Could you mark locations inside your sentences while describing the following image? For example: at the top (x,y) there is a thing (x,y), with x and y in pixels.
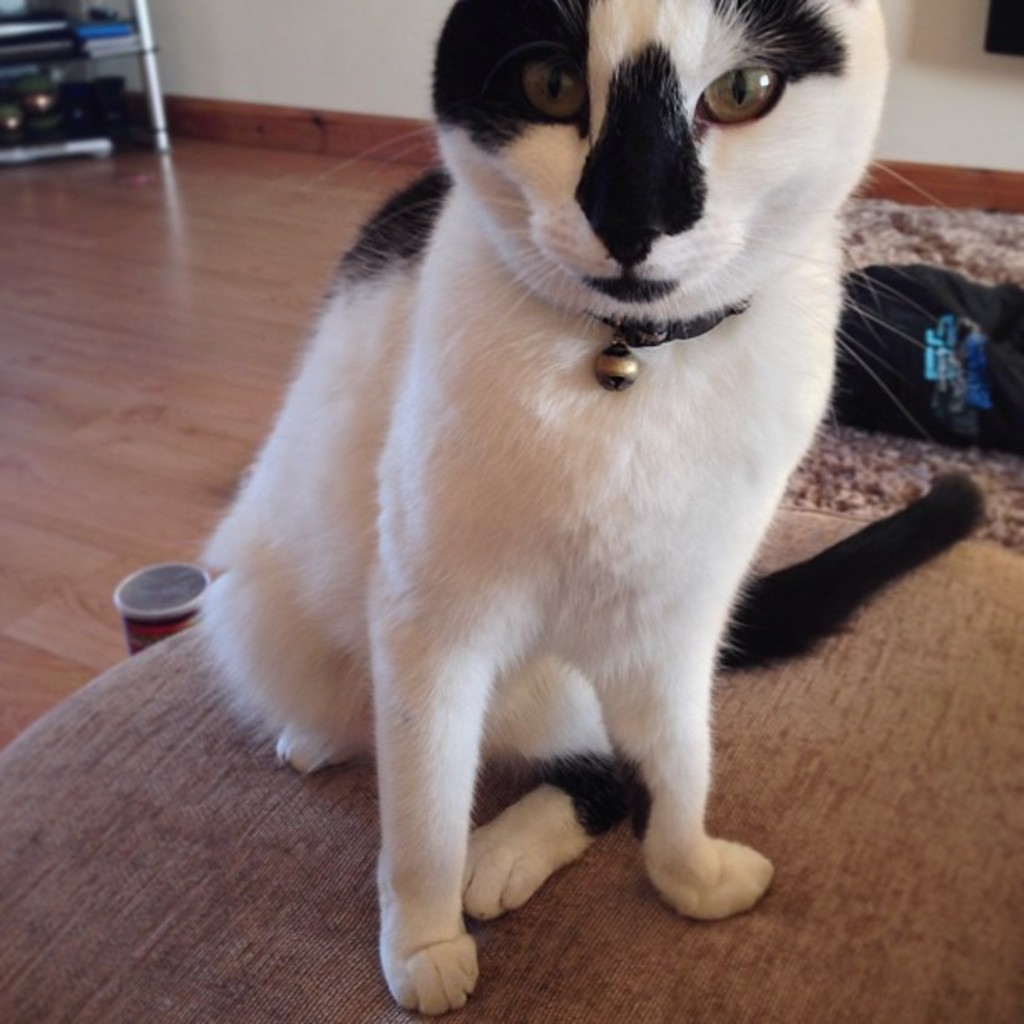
In this image there is a cat (404,688) on the cushion (953,983), and in the background (23,118) there is a rack (51,129) with some objects (5,111) in it, wall (200,52) and some items (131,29).
